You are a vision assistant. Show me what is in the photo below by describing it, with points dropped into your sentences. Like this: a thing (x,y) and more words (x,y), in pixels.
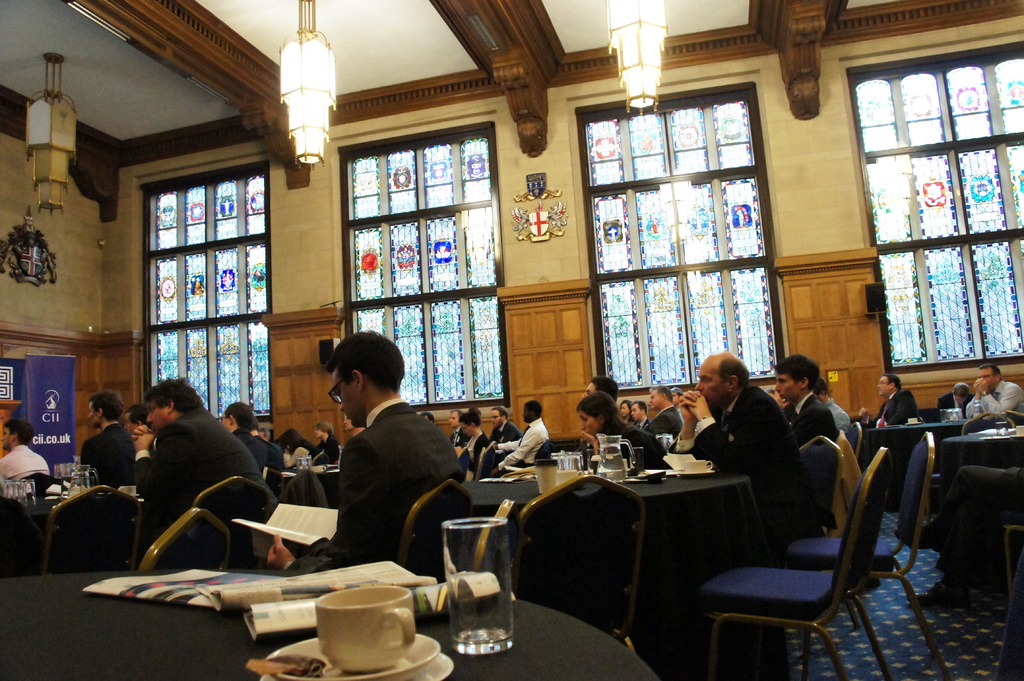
This picture shows a group of people (223,452) seated on the chairs (575,510) and we see some glasses (446,524), tea cups (351,641) and papers (305,592) on the table (37,653) and we see a man (368,531) reading book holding in his hands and we see couple of lights (283,91).
